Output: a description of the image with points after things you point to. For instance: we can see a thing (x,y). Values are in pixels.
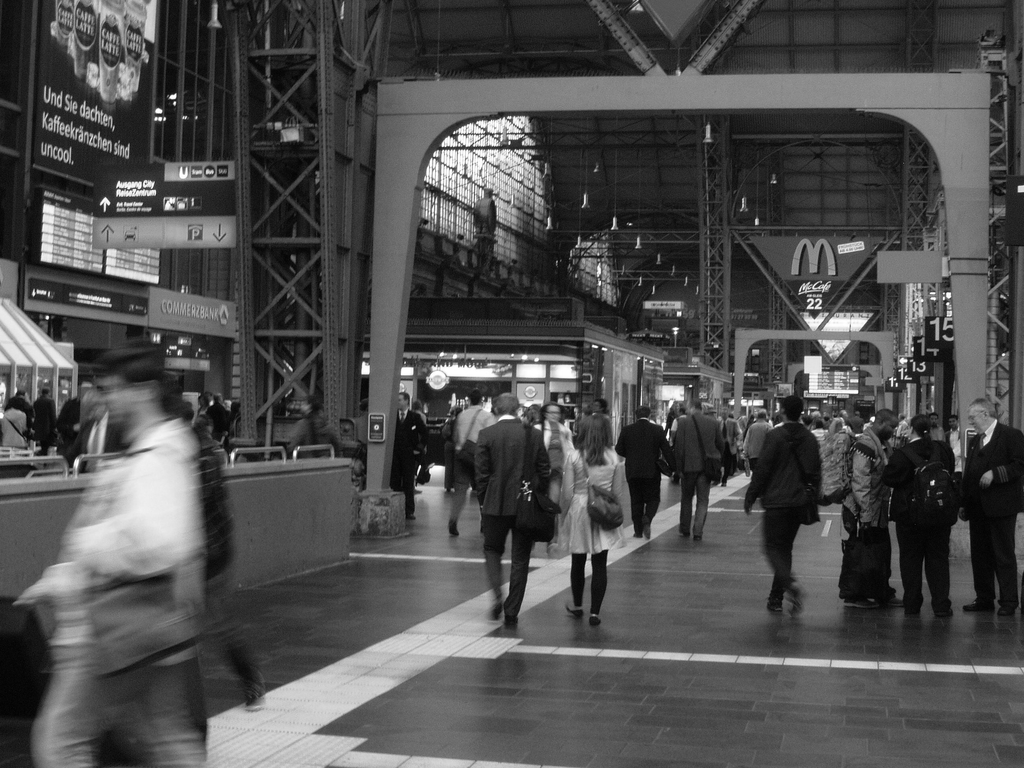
In this image we can see many people (518,490). Some are walking. Some are wearing bags (658,468). Also there are buildings (193,274). There are sign boards (152,213). There are boards (63,124) with some text (115,124). And there are arches (785,330) and lights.
